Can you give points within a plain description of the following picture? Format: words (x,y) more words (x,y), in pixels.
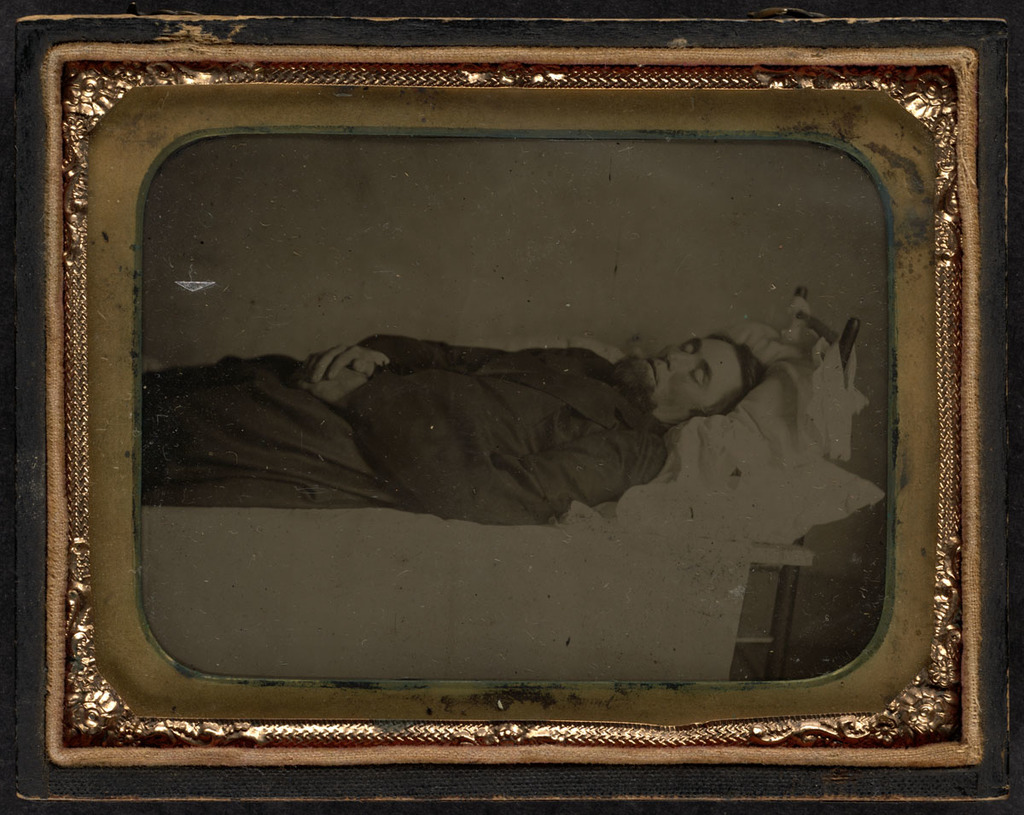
In this picture we can see a photo frame (618,30) and in this frame (997,358) we can see a person (664,383) lying.
